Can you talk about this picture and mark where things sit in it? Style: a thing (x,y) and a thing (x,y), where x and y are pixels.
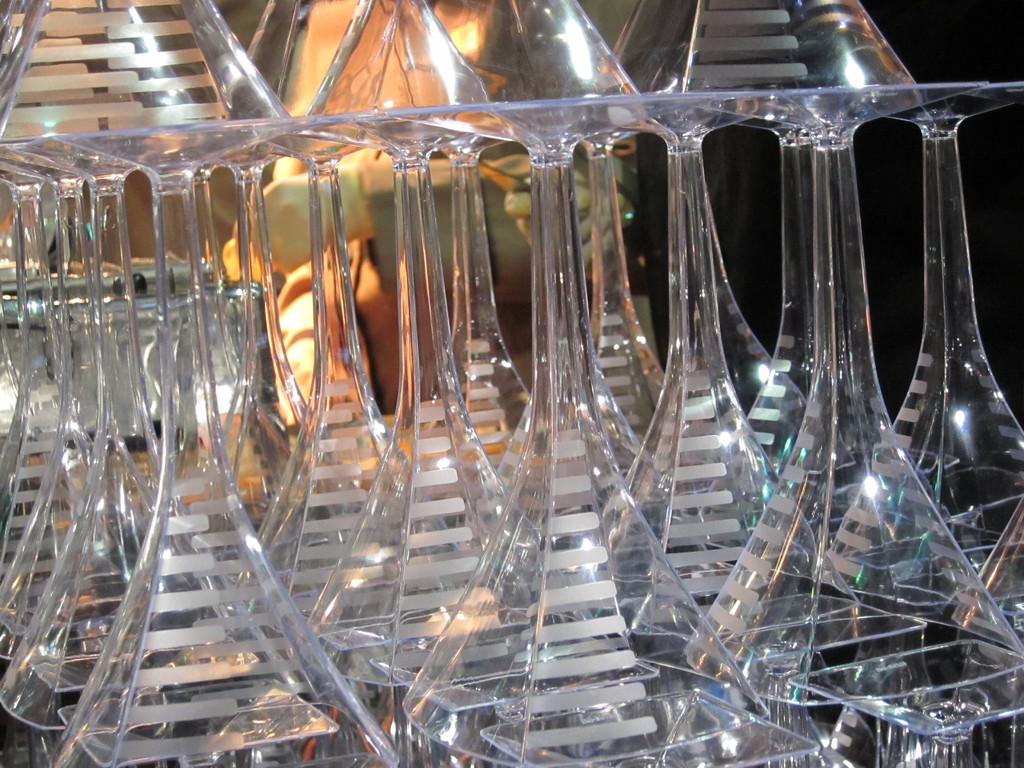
In the foreground of this picture (172,99) we can see the glasses (206,477) seems to be placed on the top of the table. In the background (338,42) we can see some other objects (449,207).
